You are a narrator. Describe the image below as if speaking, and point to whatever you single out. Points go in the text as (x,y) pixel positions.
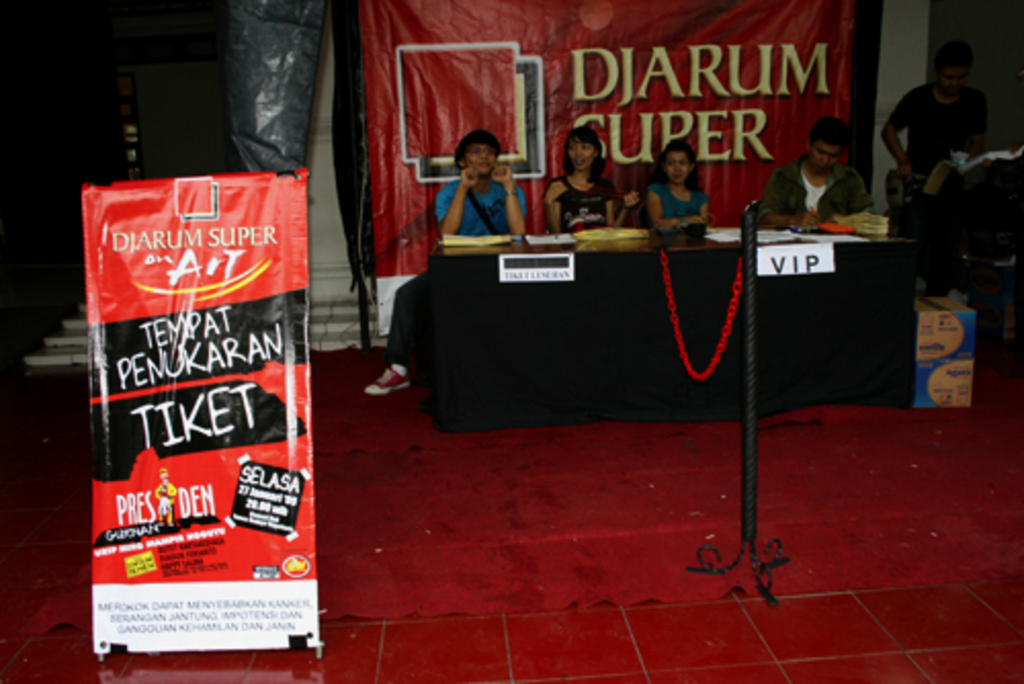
In this image we can see few people (590,176) sitting and one person (947,87) is standing. And there is a platform (583,265). On that there are name boards (769,252) and few other items (812,233). Also there is a stand (742,253). And there is a box (929,353) on the floor (940,418). In the back (613,71) there is a banner (565,86). On the left side (221,323) there is a banner (221,323) with something written. Also there are steps (312,315) in the back (320,311).
